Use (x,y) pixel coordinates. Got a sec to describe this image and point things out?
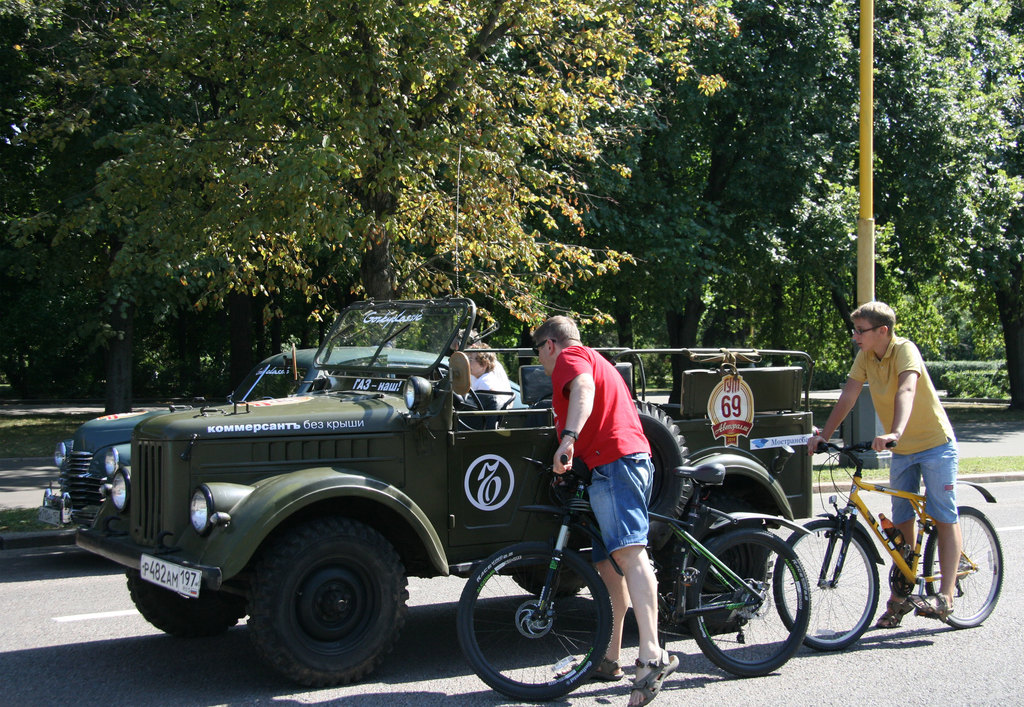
Here we can see a jeep (152,429), a car (125,454) and two persons (906,350) who are on the bicycle (834,521). This is a tree (665,122) and this is a pole (861,222).
